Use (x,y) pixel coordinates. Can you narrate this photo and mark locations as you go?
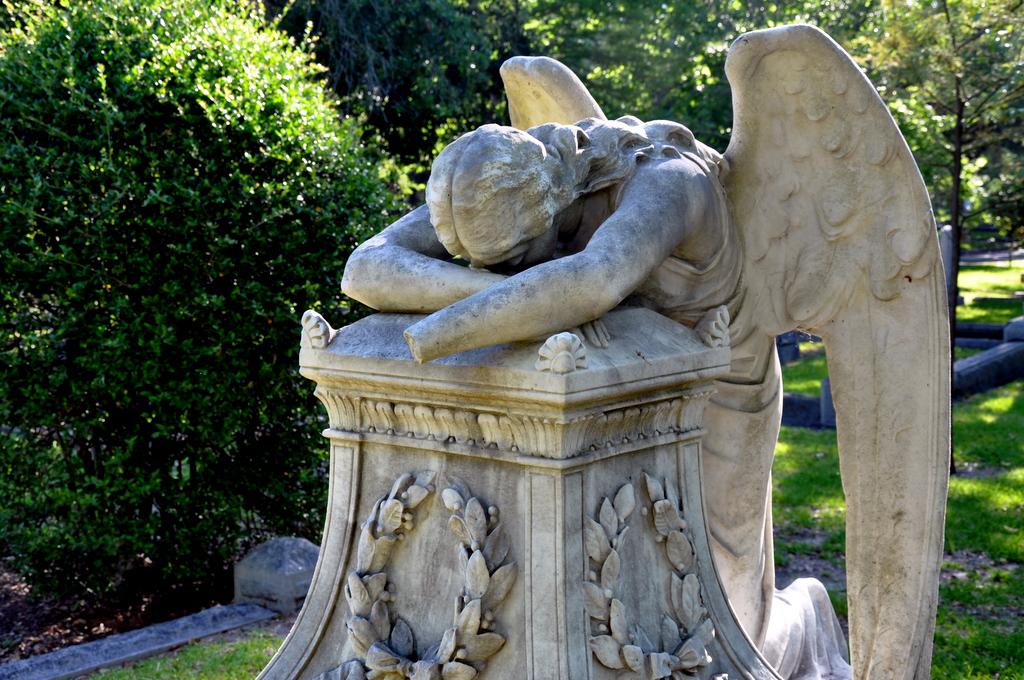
On the right side (702,397), there is a statue (794,632) on a platform (725,605). On the left side (41,545), there are plants (124,299) and grass (204,659) on the ground (204,659). In the background (968,586), there are trees (648,86), poles (950,241) and grass (963,598) on the ground (1001,304).
